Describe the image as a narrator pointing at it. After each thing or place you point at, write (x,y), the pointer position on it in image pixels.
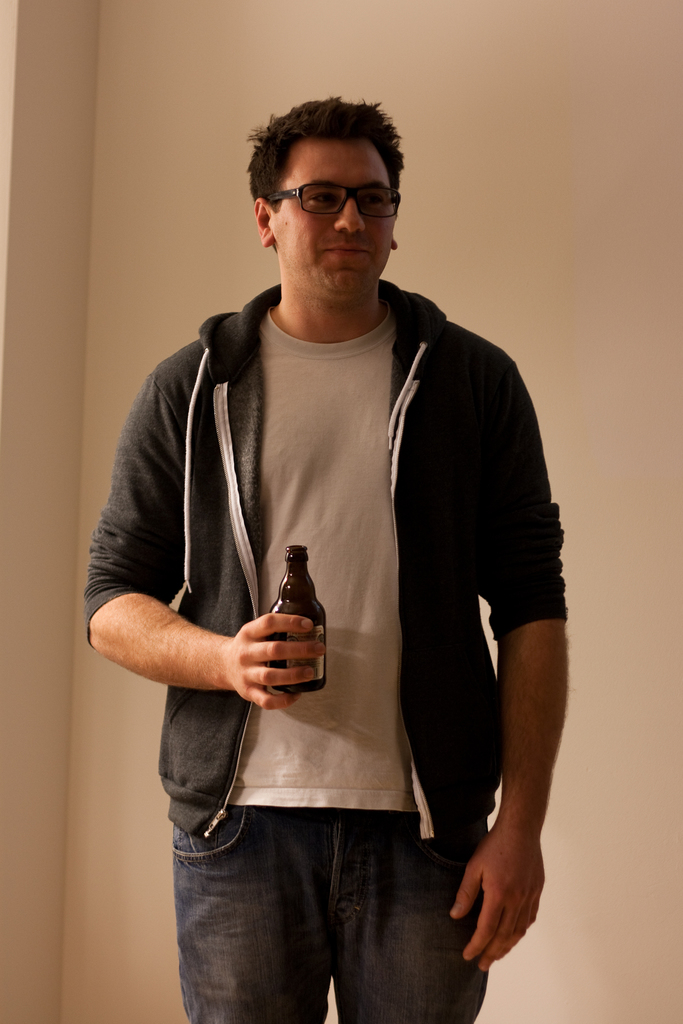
In this picture there is a man (211,465) wearing black jacket (216,608) and holding a bottle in his right hand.
